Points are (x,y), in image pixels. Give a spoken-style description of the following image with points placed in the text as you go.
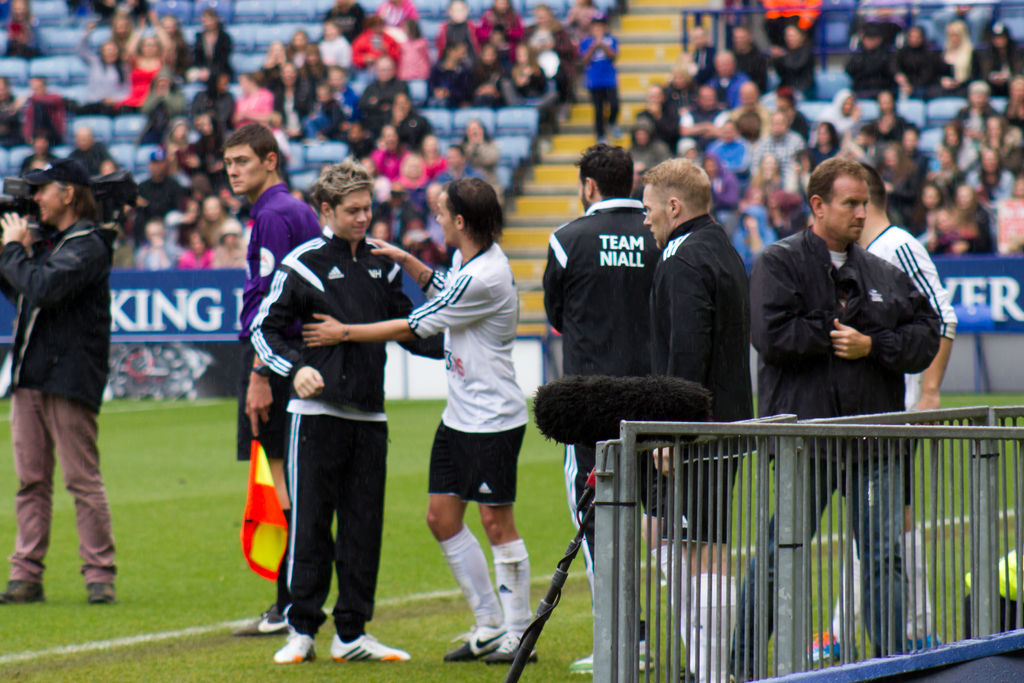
In the center of the image (503,360) we can see people (719,275) standing. The man (47,246) standing on the left (18,206) is holding a camera (29,199). In the background (207,131) there is crowd (221,144). On the right (898,434) there is a fence (820,576).
